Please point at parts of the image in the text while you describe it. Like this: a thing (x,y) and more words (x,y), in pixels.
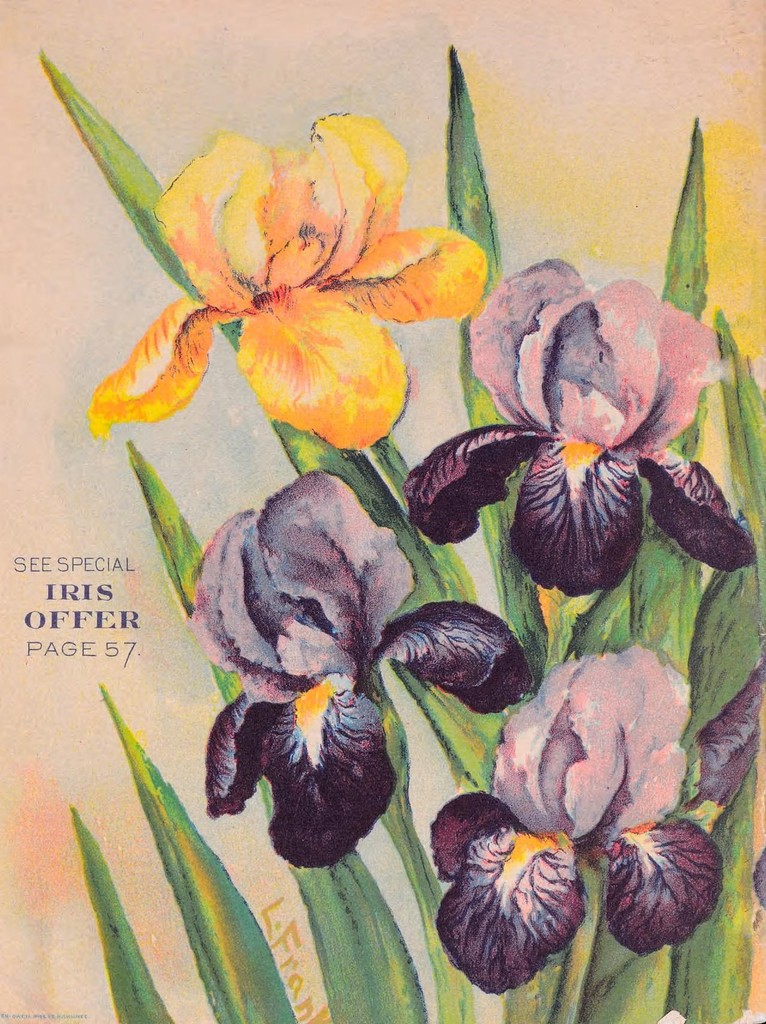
In this picture I can see a painting (385,520) of flowers (617,667). On the left side (105,599) I can see something written on the image.
